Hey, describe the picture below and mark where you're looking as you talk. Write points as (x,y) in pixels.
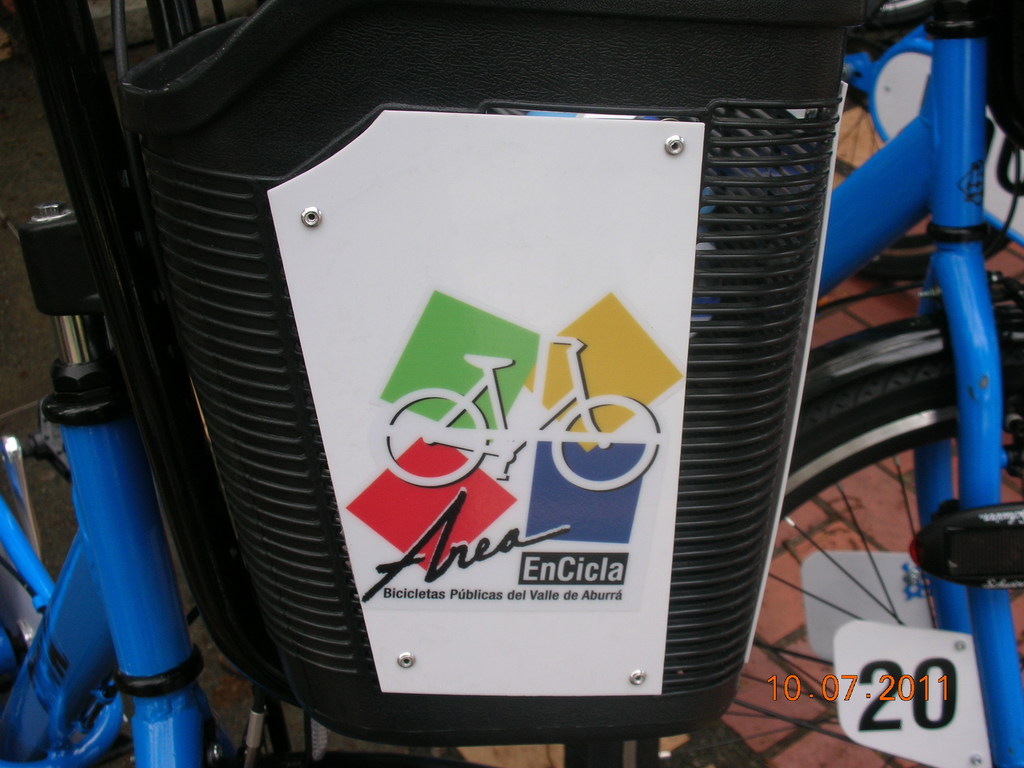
In this image there are bicycles (73,469) and there is a basket (514,14) on that there are some logos (489,538), in the bottom right (847,698) there is a date (847,698).
